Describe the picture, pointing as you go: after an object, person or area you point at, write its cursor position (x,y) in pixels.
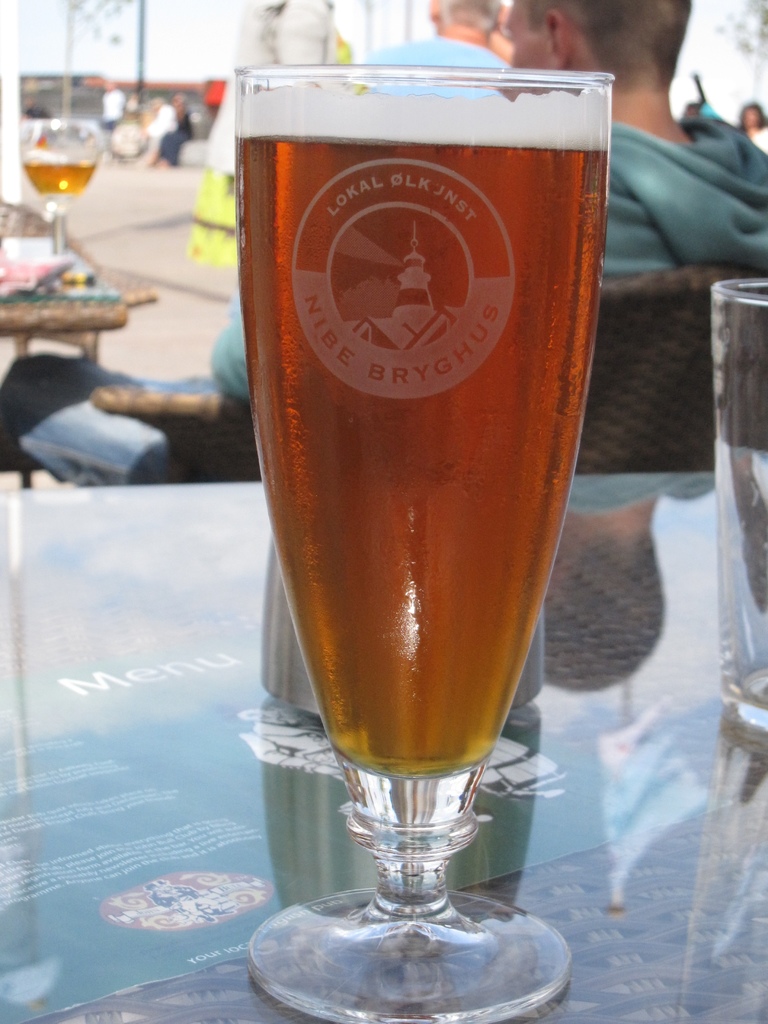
This picture shows a beer glass (428,948) and another glass (747,711) on the table (24,567) and we see a man (637,90) seated on the chair (666,348) and we see another glass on the another table (49,329) and we see few people (437,40) seated.
